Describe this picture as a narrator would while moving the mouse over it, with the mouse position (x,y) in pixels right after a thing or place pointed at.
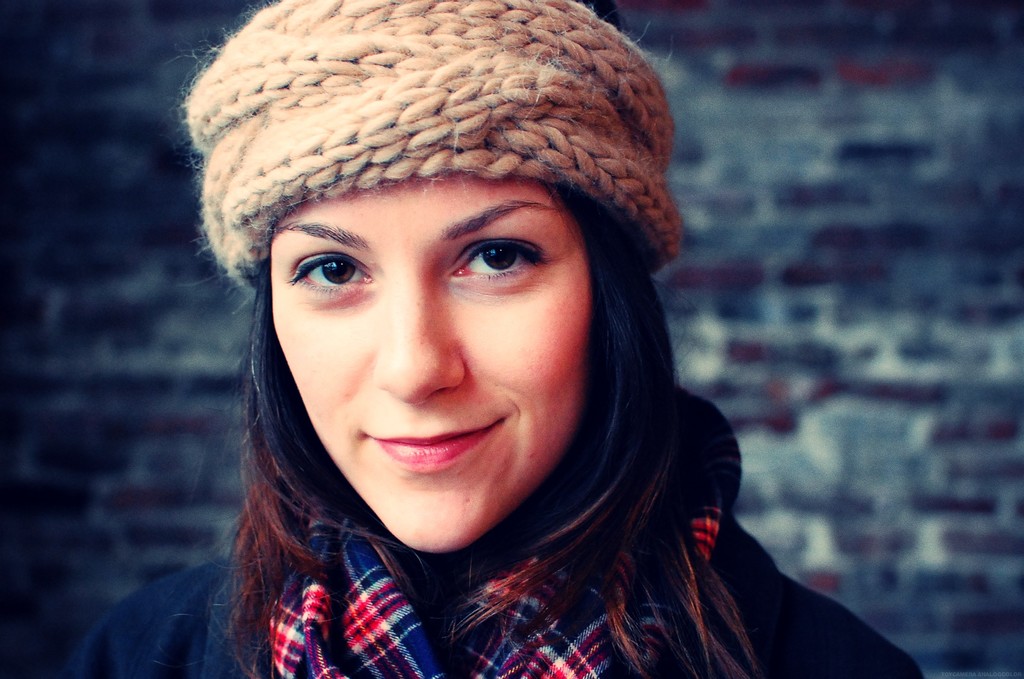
In this image we can see a woman (636,521) wearing a dress (616,611) and a hat (354,117). In the background (789,159), we can see the wall (819,351).
